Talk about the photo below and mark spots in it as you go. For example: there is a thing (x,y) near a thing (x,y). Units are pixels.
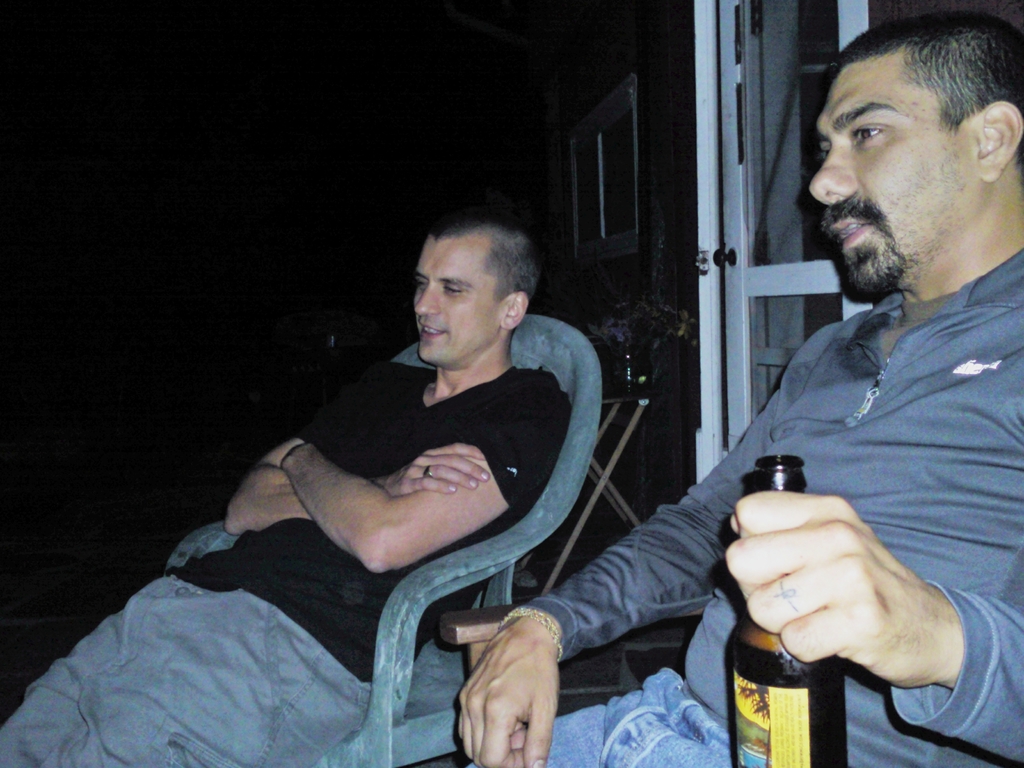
in the picture there are two persons (903,277) sitting on the chair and one person (744,536) is catching a bottle (816,666) with the hand (825,614).
